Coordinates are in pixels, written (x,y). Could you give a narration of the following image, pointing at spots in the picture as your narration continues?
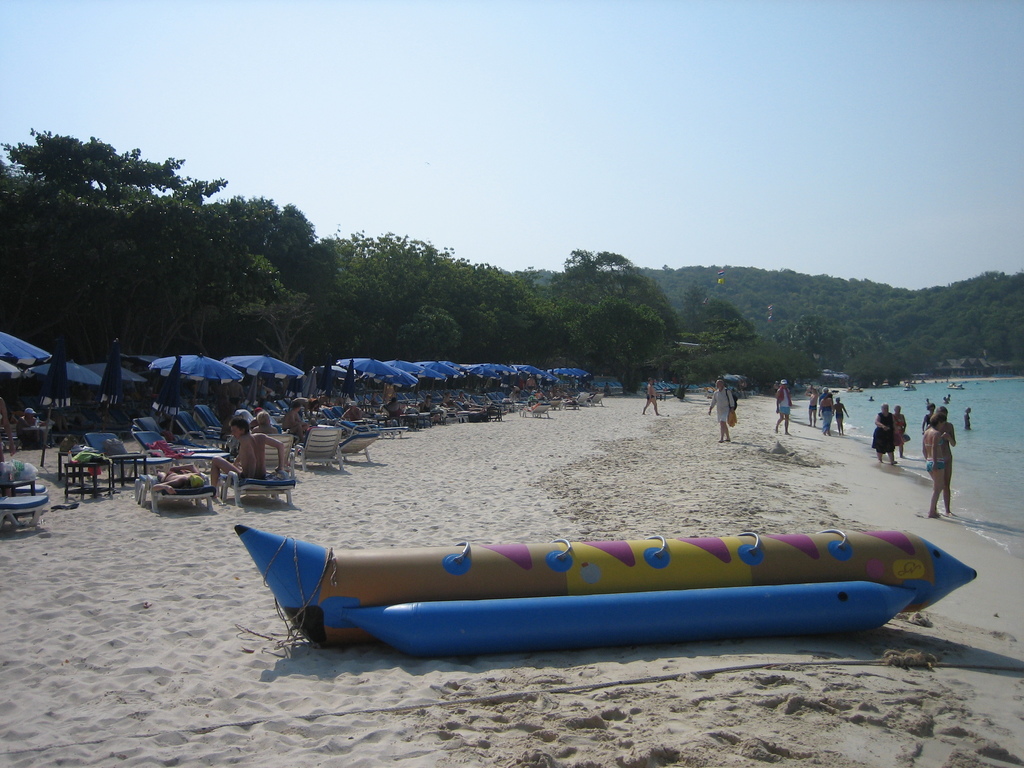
In this image, we can see some umbrellas (167,397) and some rest chairs (211,418), there are some people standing on the sand (425,449), we can see water (1008,449), there are some green trees (506,315), at the top (581,96) we can see the sky (430,60).
